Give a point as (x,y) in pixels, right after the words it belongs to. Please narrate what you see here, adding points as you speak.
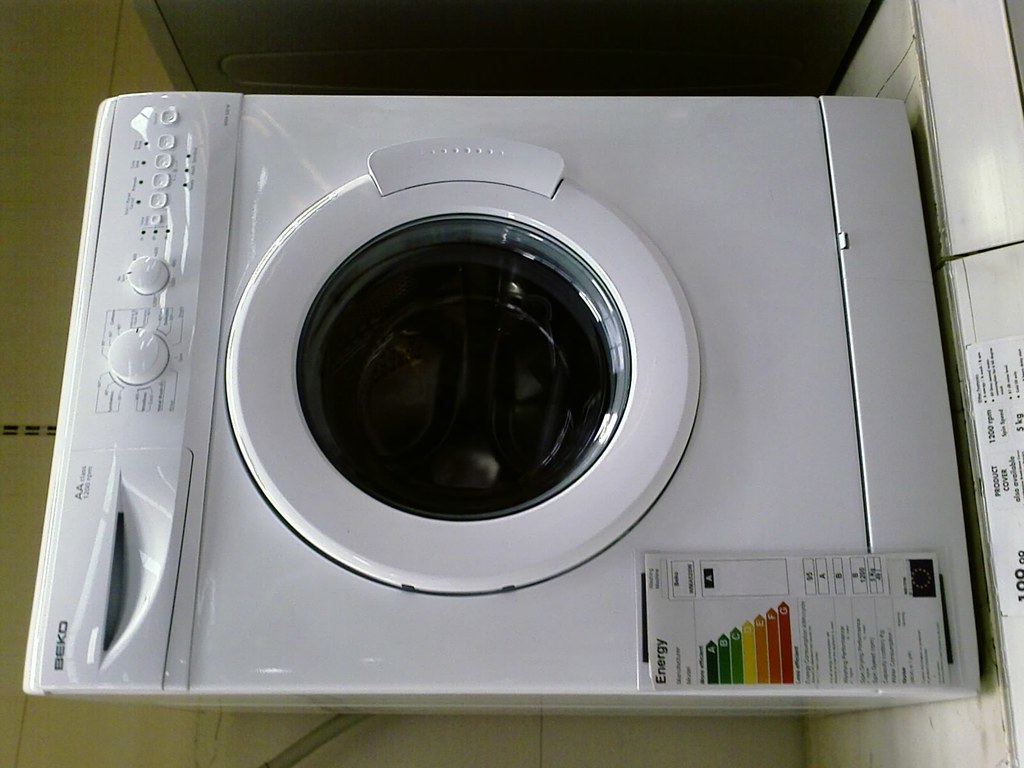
In this picture we can see a washing machine (612,351).
